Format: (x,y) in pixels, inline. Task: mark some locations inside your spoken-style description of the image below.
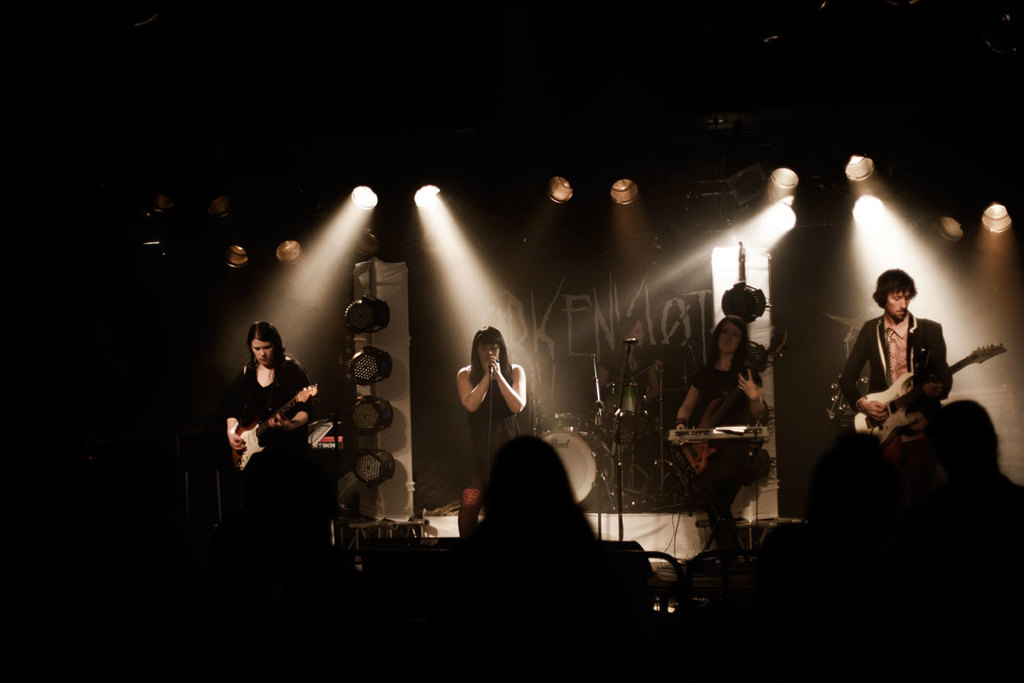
This picture is clicked in the musical concert. In this picture, we see four people (265,402) are standing on the stage (432,518). Two people (899,278) on either side of the picture are holding guitars (906,404) in their hands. They are playing guitars (906,390). The woman (496,403) in the middle of the picture (483,400) is holding a microphone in her hands (485,368) and she is singing the song. Beside her, we see the microphones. Beside that, we see the woman (760,415) is standing. In front of her, we see a keyboard (677,436). In the background (656,304), we see a black color board (586,321) or a sheet (608,344) with some text (635,332) written on it. At the top (435,205), we see the lights (626,201). In the background (328,170), it is black in color. This picture is clicked in the dark.
